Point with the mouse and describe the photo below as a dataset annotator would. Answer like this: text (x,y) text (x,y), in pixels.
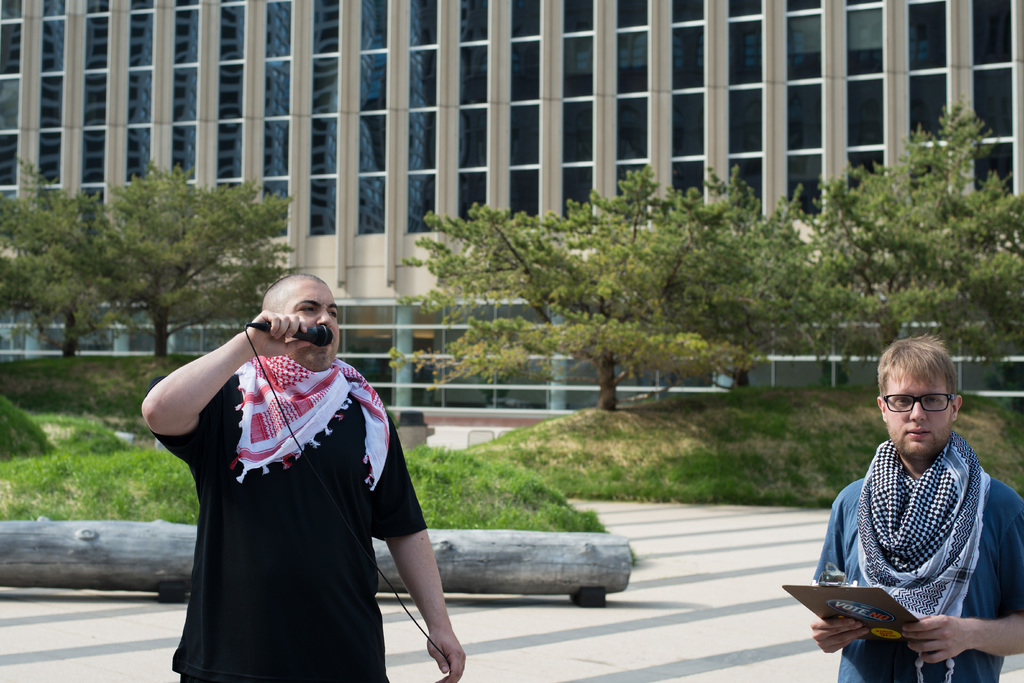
This image is clicked outside. There are trees (538,279) in the middle (523,283). There is grass (544,461) in the middle (578,435). There is a building (623,99) at the top (488,104). There are two persons (281,630) in the middle (384,439). The one who is on the right side (866,550) is holding a pad (887,611). The one who is in the middle (343,408) is holding mic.
